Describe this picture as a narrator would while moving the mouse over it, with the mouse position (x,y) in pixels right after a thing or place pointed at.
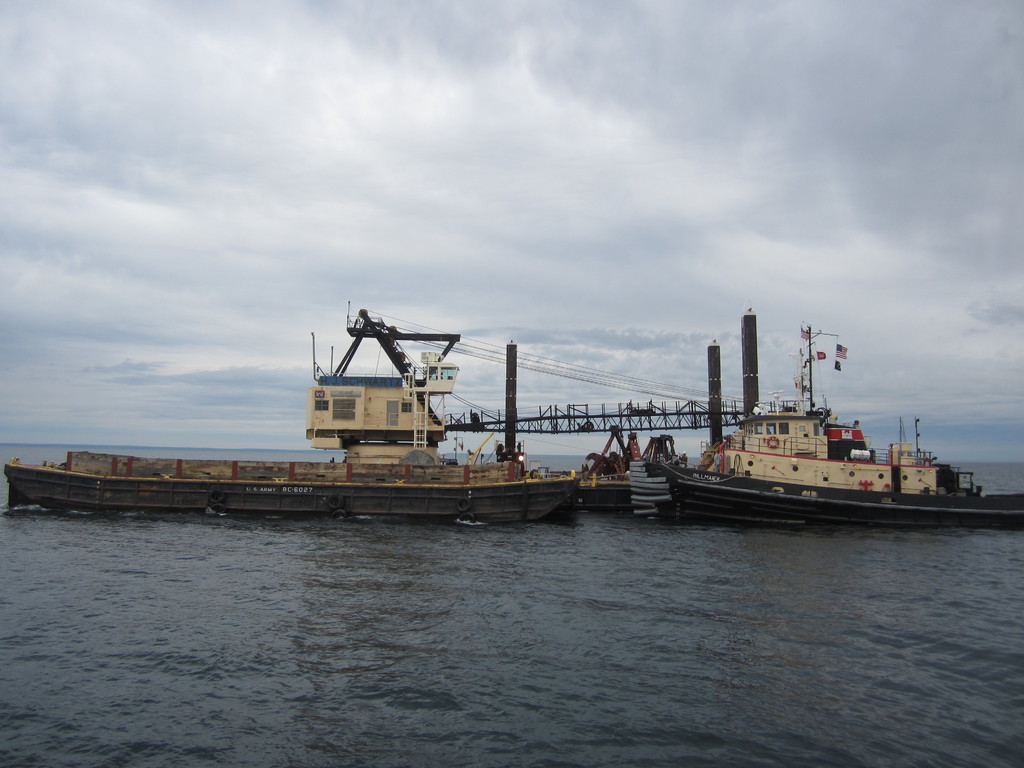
In this image we can see boats (670,437) on the water (743,563). Here we can see poles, wires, and few objects (466,428). In the background (555,191) there is sky (673,223) with clouds (682,315).
